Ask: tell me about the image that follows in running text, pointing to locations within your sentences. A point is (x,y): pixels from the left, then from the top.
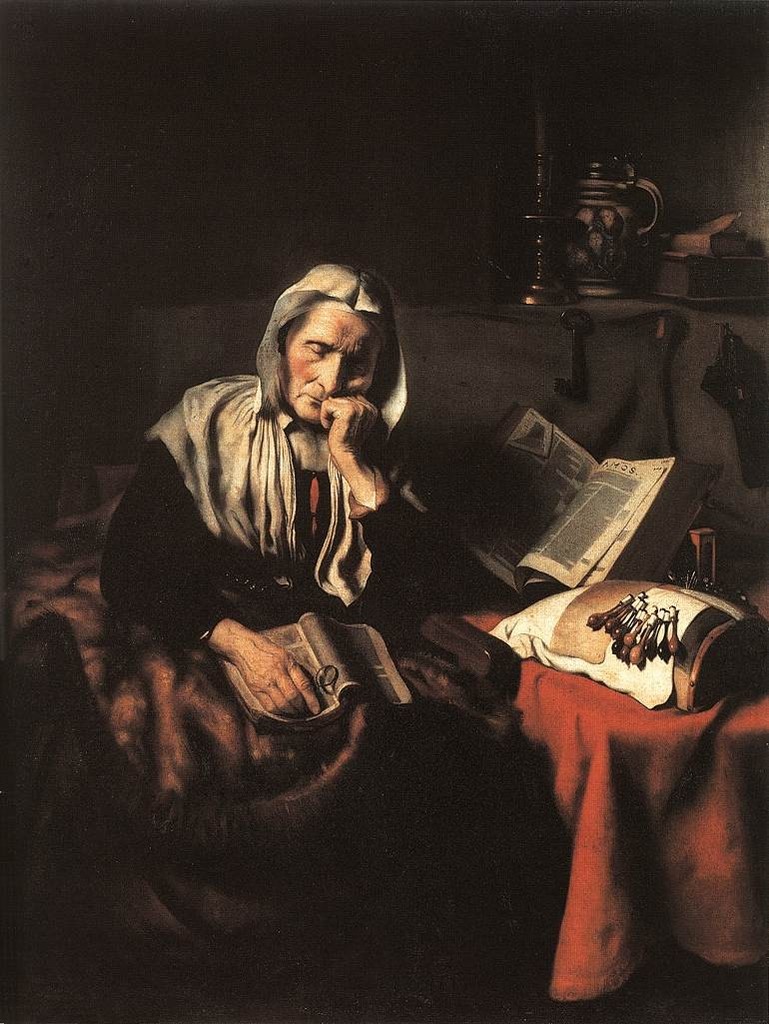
in this image there is a woman (293,500) sitting in the chair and sleeping. In front of her there is a book (323,639) on which there is a hand (241,665). Beside her there is a table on which there are books (596,510), pillow (604,655) on it. At the top (581,296) there is a shelf (612,304) on which there are books (677,268), jug (591,226) and a stand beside it.
